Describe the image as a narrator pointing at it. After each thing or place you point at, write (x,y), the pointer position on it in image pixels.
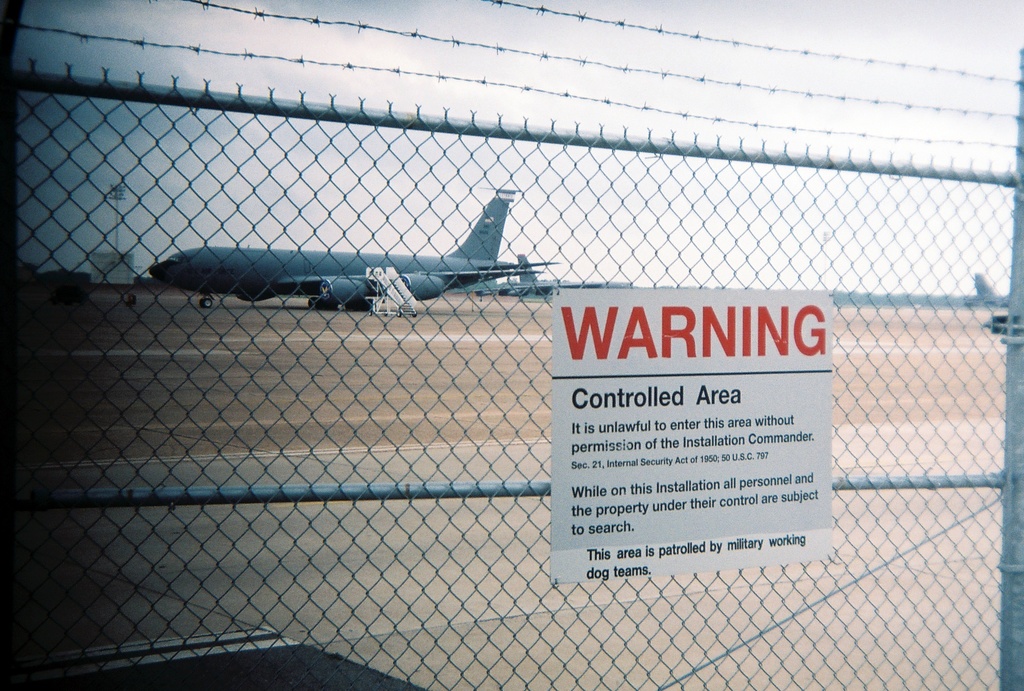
In the image there is a fence (1018,655) in the front (397,245) with caution board (670,382) on it and behind it there is an aeroplane (284,262) on the road (457,372) and above its sky (858,32).
